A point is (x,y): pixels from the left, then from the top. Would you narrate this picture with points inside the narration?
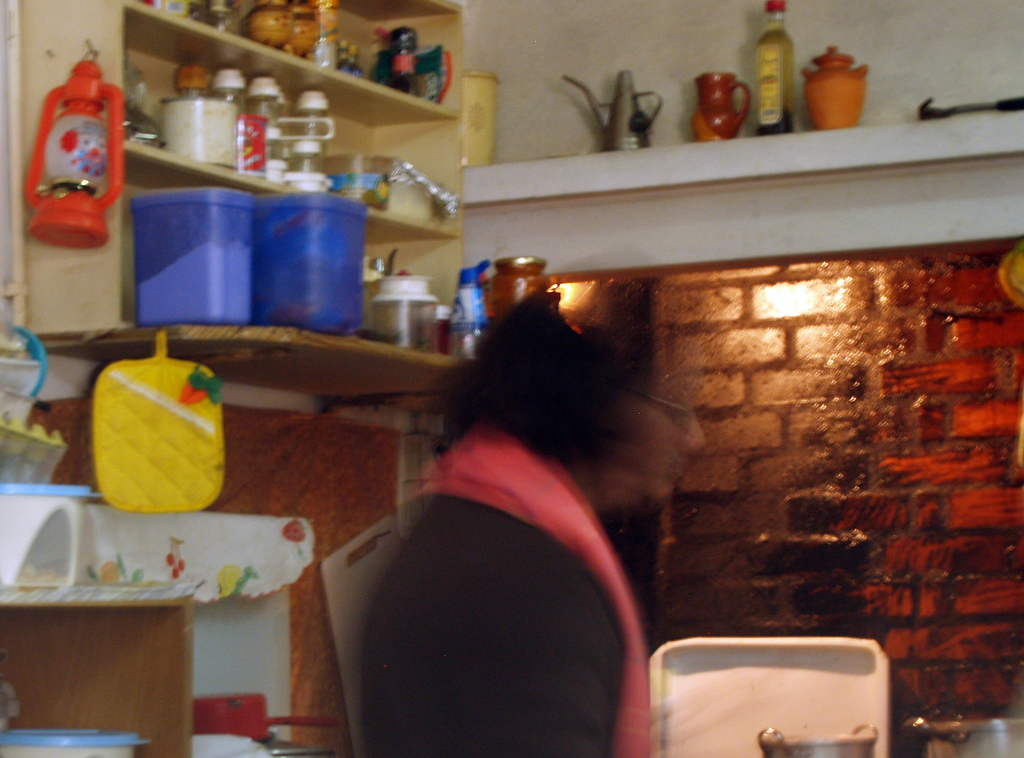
In this picture I can observe a woman (462,535) in the middle of the picture (485,422). On the left side (276,196) I can observe a shelf (358,149) in which few things (249,118) are placed. In the background (753,433) I can observe a wall (810,444).
